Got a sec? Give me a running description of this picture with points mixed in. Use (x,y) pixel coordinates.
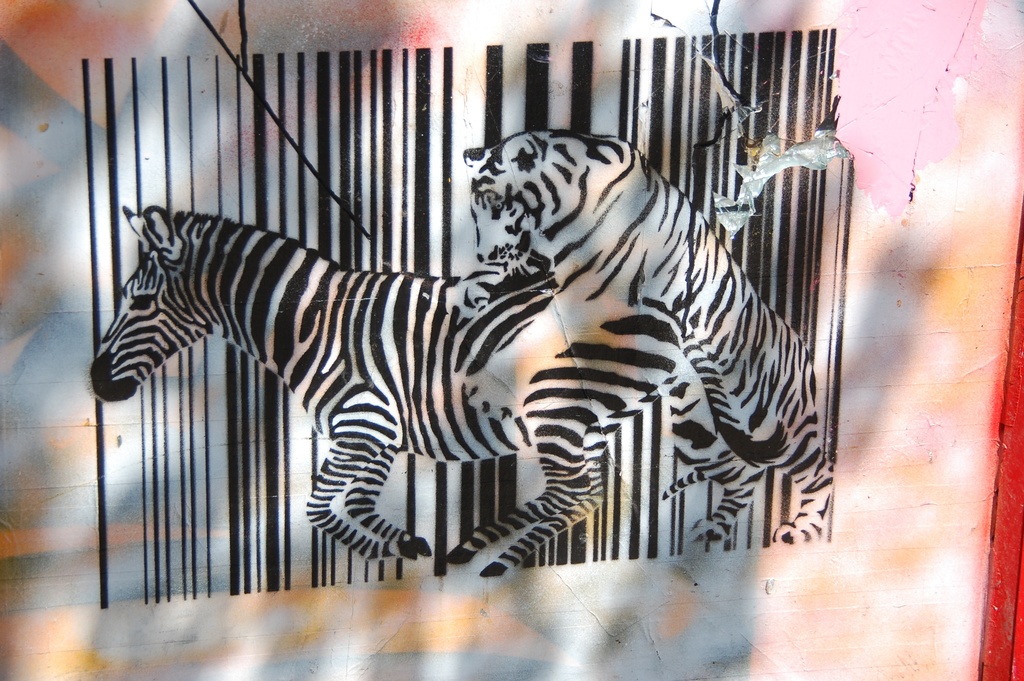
In this picture I can see some animals painting (557,317) on the wall (227,177).
